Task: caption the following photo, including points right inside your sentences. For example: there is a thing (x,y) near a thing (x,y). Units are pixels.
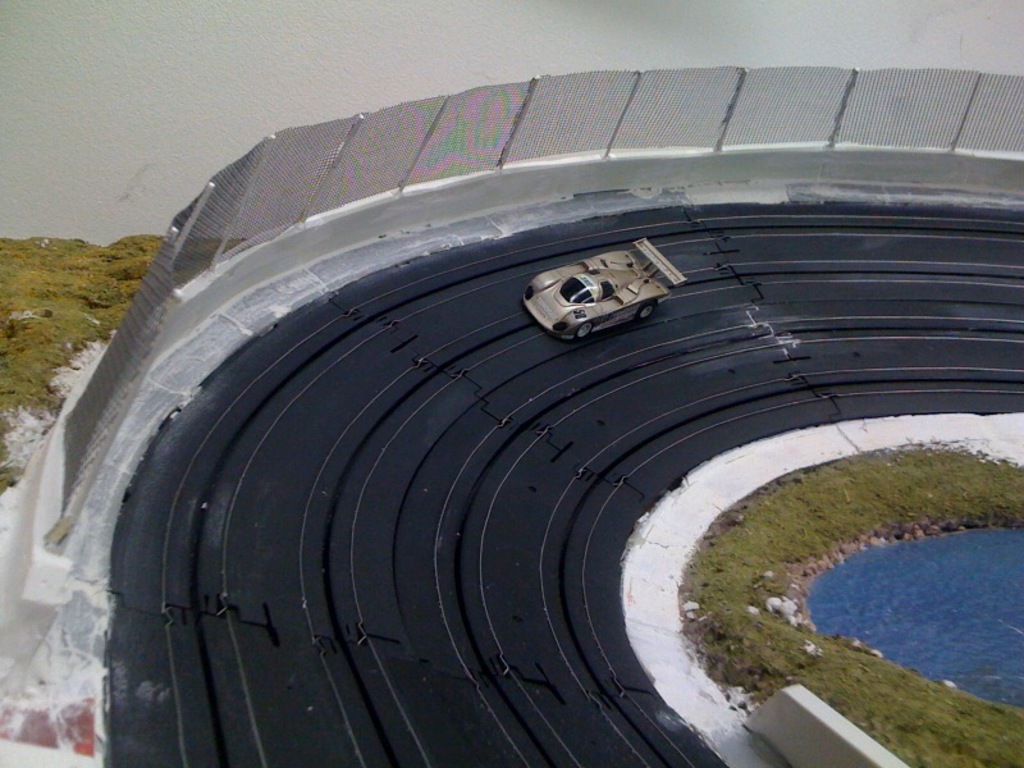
In this image there is a toy car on the black color board (804,277), and there is grass (741,555), water (903,593), stones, wire fence (470,156).
